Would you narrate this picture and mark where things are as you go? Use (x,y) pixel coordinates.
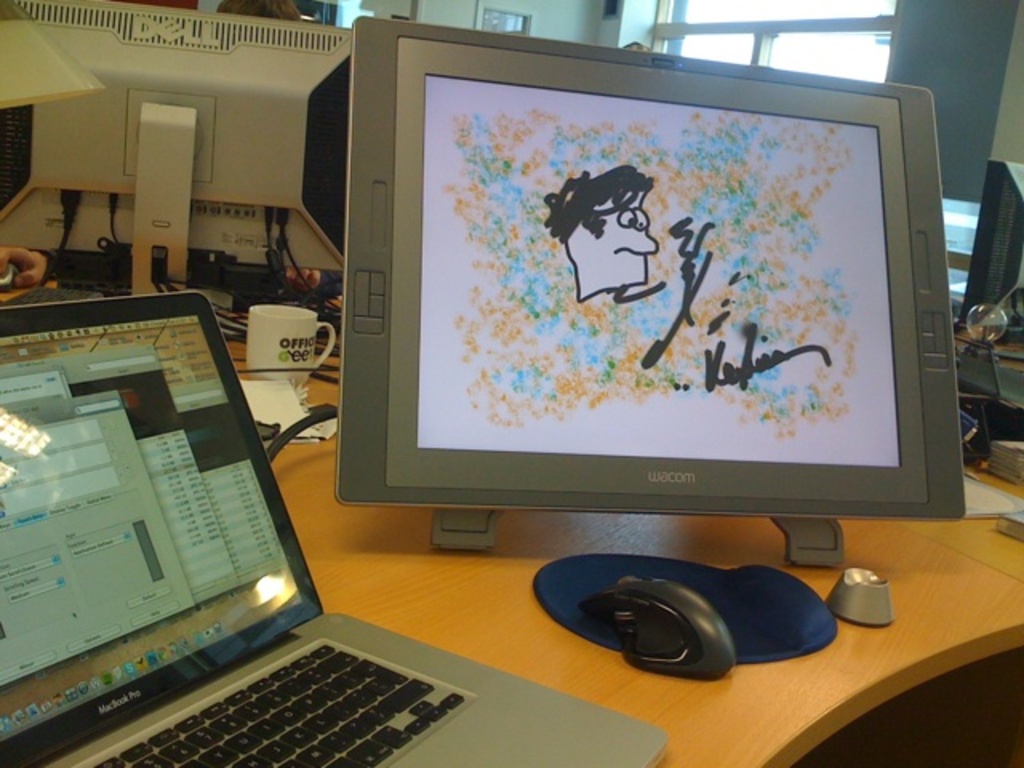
On the right of the image (783,342) we see a monitor (581,216) with cartoon display (708,320). On the left of this picture (204,613) we see laptop (245,547) which is placed on the table (713,692). We even see mouse (580,608), papers (317,427), cup (272,311), keyboard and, system (138,203) is placed on the table (429,591). I think this picture is clicked inside the office (651,431). Behind the system (574,155), we see wall (577,28), windows (781,47) and a door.
